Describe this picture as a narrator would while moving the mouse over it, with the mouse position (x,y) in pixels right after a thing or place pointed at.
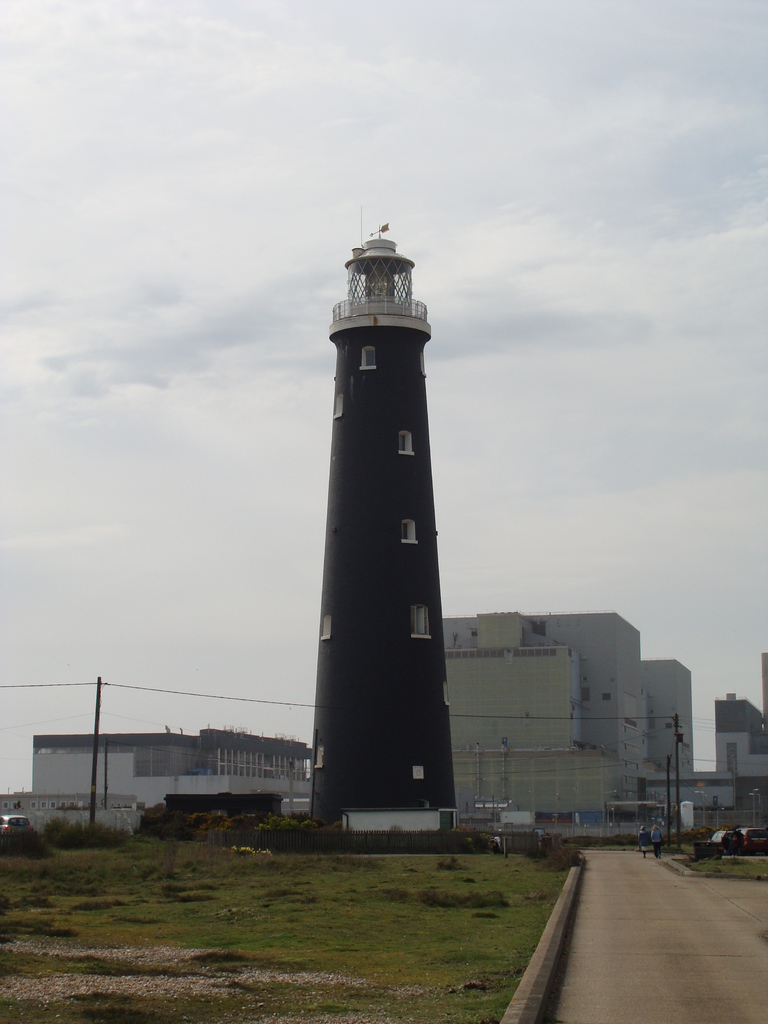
In the center of the image (330,524) a tower (387,696) is there. In the background of the image (516,635) we can see buildings (512,737), poles (678,771), wires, some persons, vehicles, trees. At the bottom of the image (374,955) we can see grass (460,930) and road (594,934). At the top of the image (305,247) clouds (305,247) are present in the sky (118,693).
